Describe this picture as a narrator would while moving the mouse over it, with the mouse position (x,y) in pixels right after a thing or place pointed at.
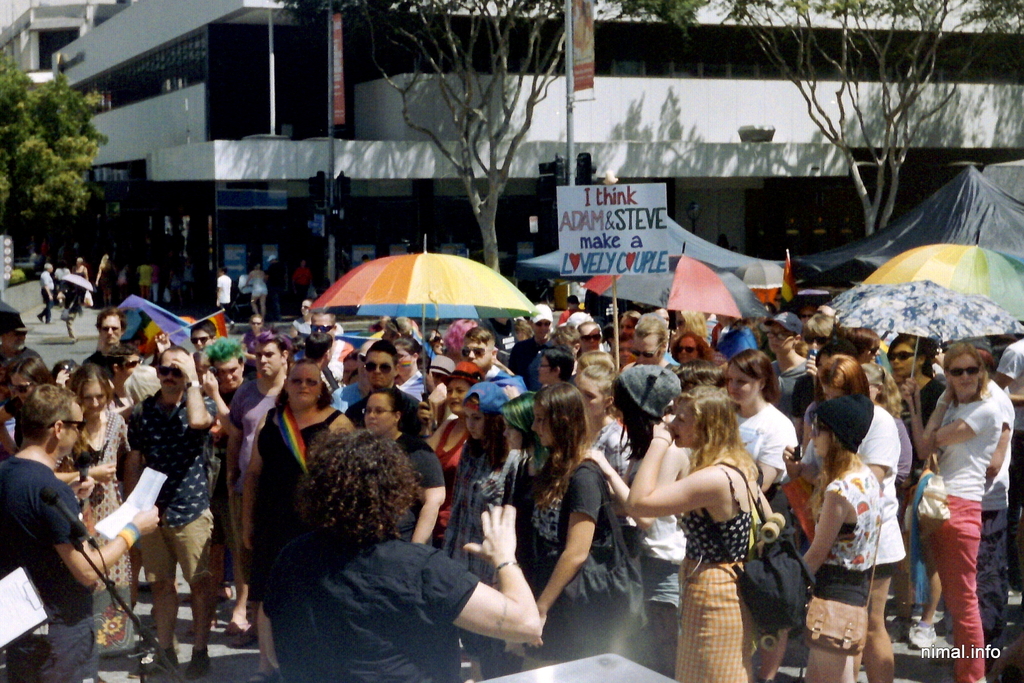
In this image there are a group of people (531,508) who are standing, and some of them are holding some placards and some of them are holding umbrellas (913,275). And on the left side (45,565) there are some people (55,557) who are holding papers (147,489), and in the background (932,222) there are tents (880,239), buildings (779,160), trees (32,136), poles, boards (0,233) and some people (151,284) are walking.
